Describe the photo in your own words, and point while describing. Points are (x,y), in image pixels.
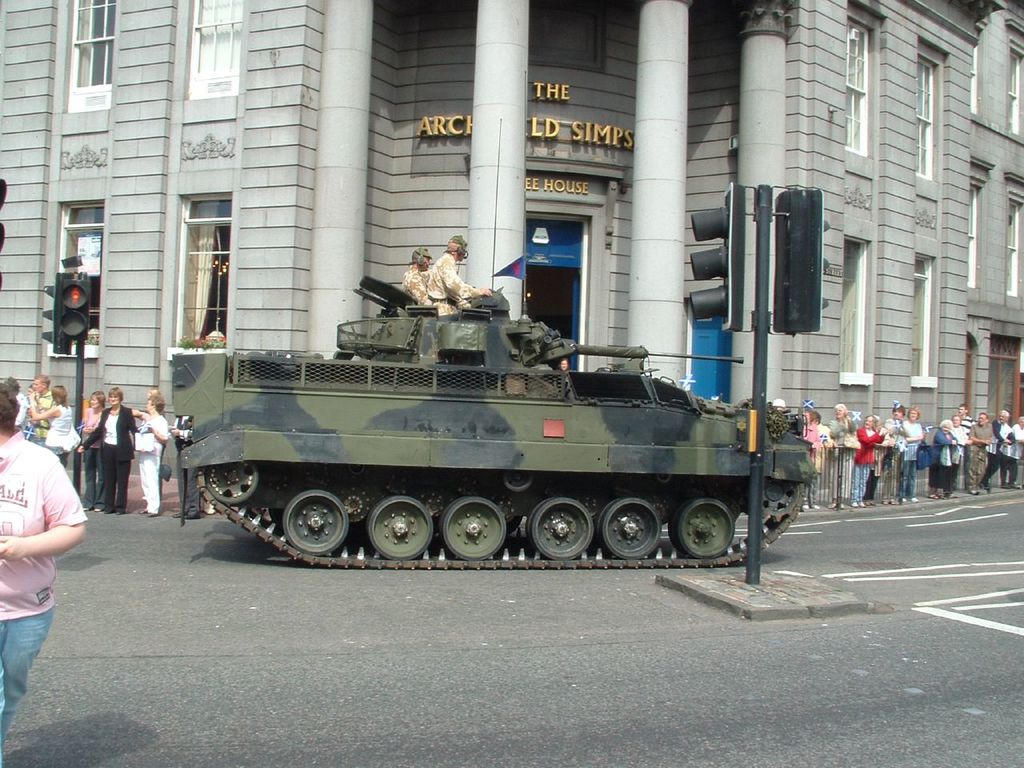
In the middle of this image (414,451), there are two persons (464,280) in a vehicle (684,520), which is on a road (676,571). Besides this vehicle (692,537), there are signal lights (812,245) attached to a pole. On the left side (76,358), there are persons (66,522) and there are signal lights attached to a pole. On the right side (892,495), there are persons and there are white color lines (967,606) on the road (940,633). In the background (936,135), there is a building (422,85), which is having windows (845,249) and pillars (500,172).
